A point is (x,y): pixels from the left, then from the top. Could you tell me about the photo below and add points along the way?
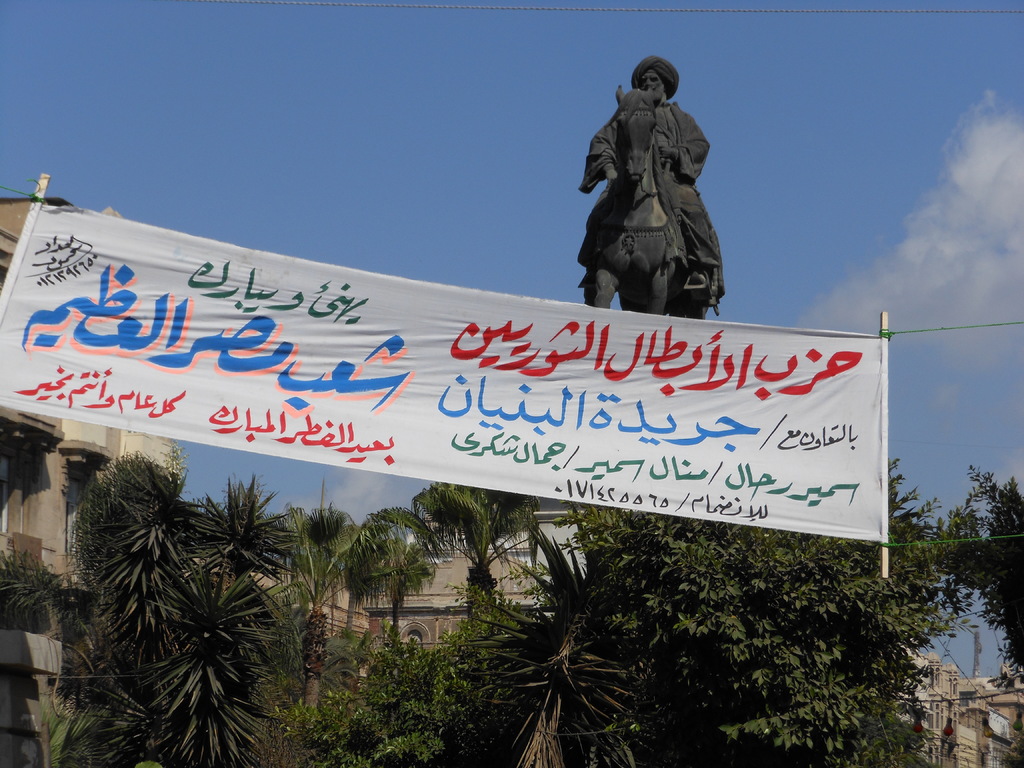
In this image we can see a banner (296,355) which is written in arabic language and at the background of the image (407,612) we can see some trees (240,587), buildings (25,537) and statue (636,214) of a man (664,115) who is sitting on horse (636,251) and at the top of the image (710,77) there is cloudy sky (850,182).
